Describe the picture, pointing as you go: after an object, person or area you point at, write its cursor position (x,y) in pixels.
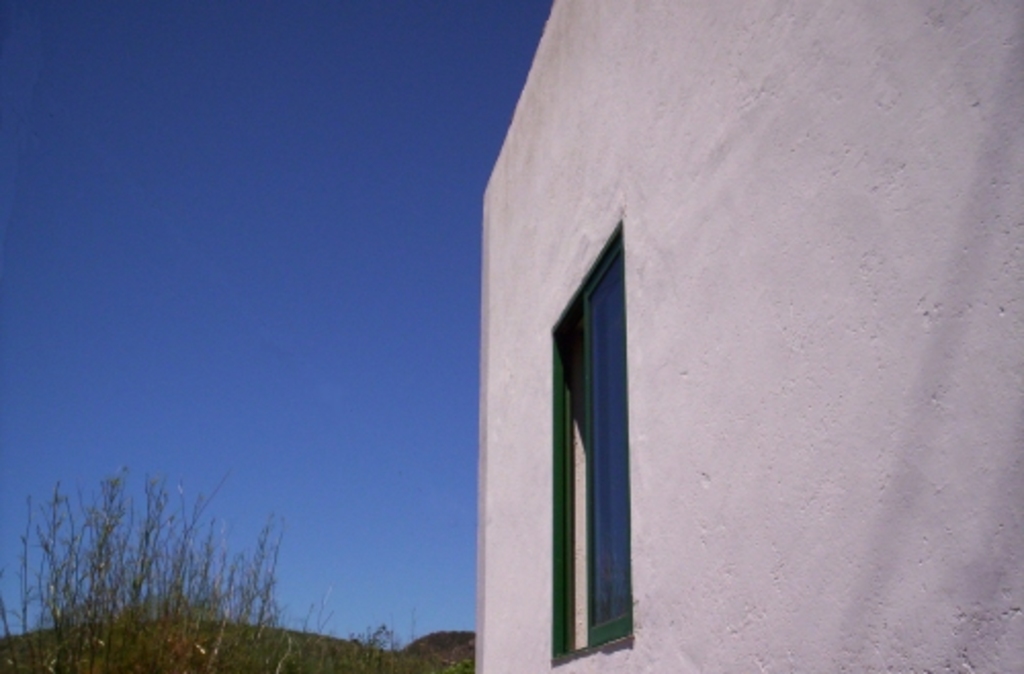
In this picture we can see a wall (777,454) with a window (620,562) and in the background (398,596) we can see plants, sky (474,390).
